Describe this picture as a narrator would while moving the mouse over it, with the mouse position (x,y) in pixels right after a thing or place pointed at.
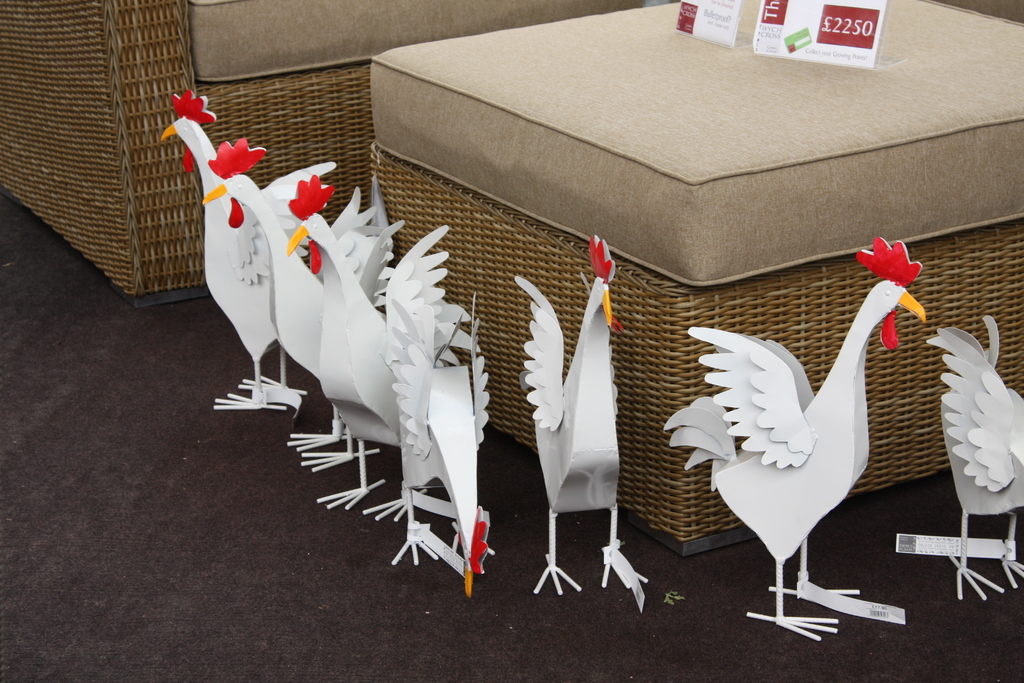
In this image in the center (361,404) there are artificial hens (430,345) made up of metal (805,430). In the background (424,93) there is a stool (723,174) and on the stool (755,124) there are boards (765,27) with some text (765,15) and numbers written on it and there is a sofa (268,36).
